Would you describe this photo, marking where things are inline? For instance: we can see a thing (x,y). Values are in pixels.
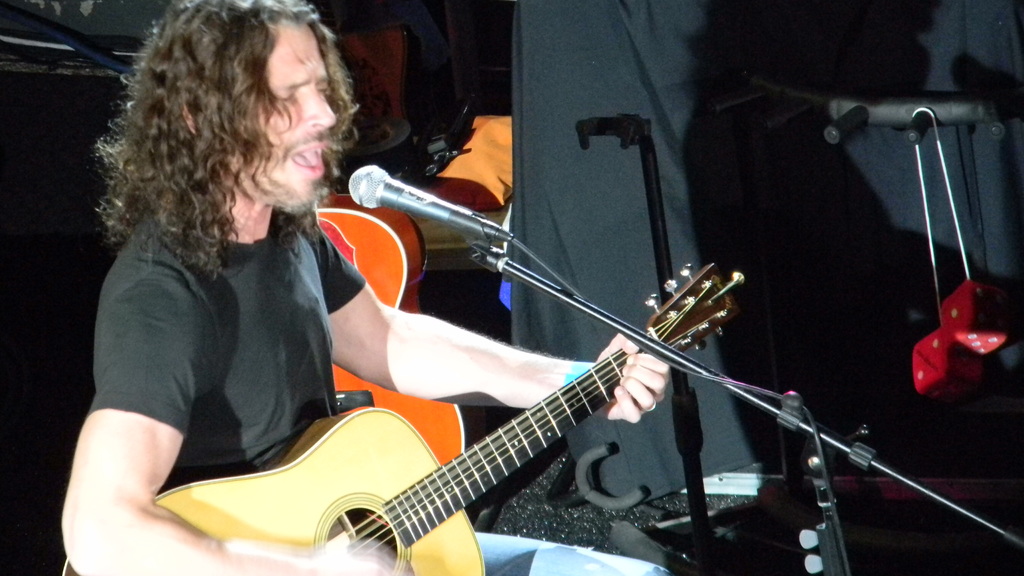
In the picture there is a man (324,116) playing guitar (458,508) and singing on mic (439,216).
